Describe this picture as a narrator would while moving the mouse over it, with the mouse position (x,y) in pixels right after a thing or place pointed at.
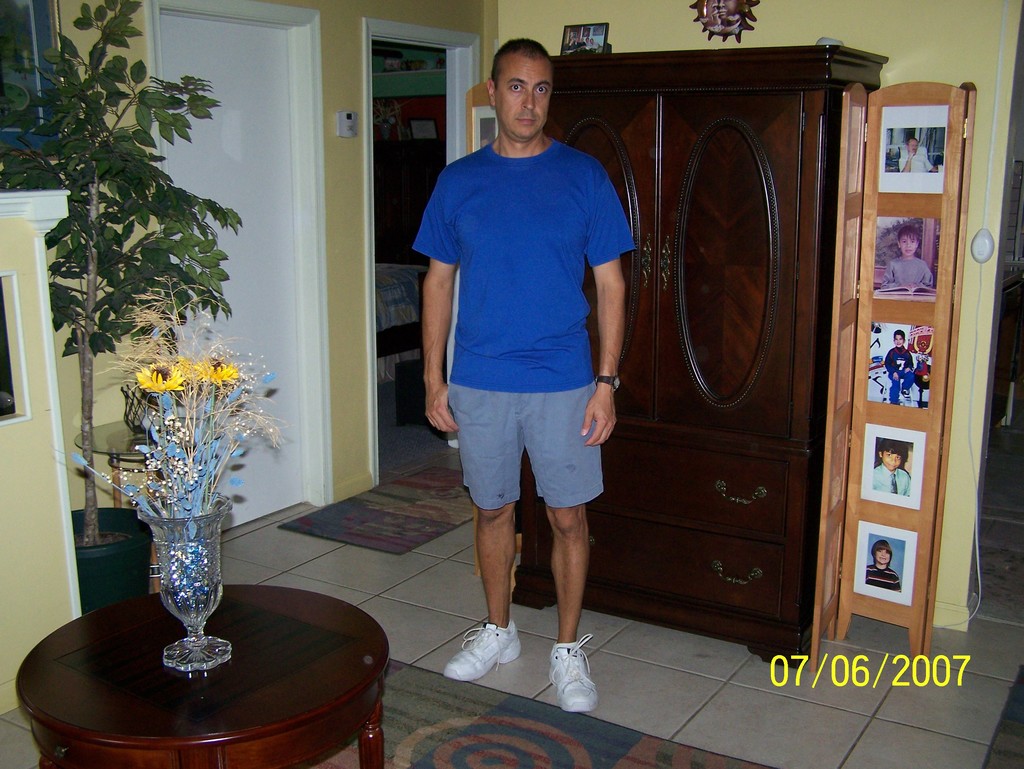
This is the picture inside the room (530,640). There is a man (529,382) standing in the image. At the back (798,556) there is a cupboard (679,358). There is a flower vase (207,530) on the table (286,681). At the left side (115,32) there is a plant (94,56), at the back (274,96) there are doors (286,91), at the bottom (457,734) there are mats (412,501).
